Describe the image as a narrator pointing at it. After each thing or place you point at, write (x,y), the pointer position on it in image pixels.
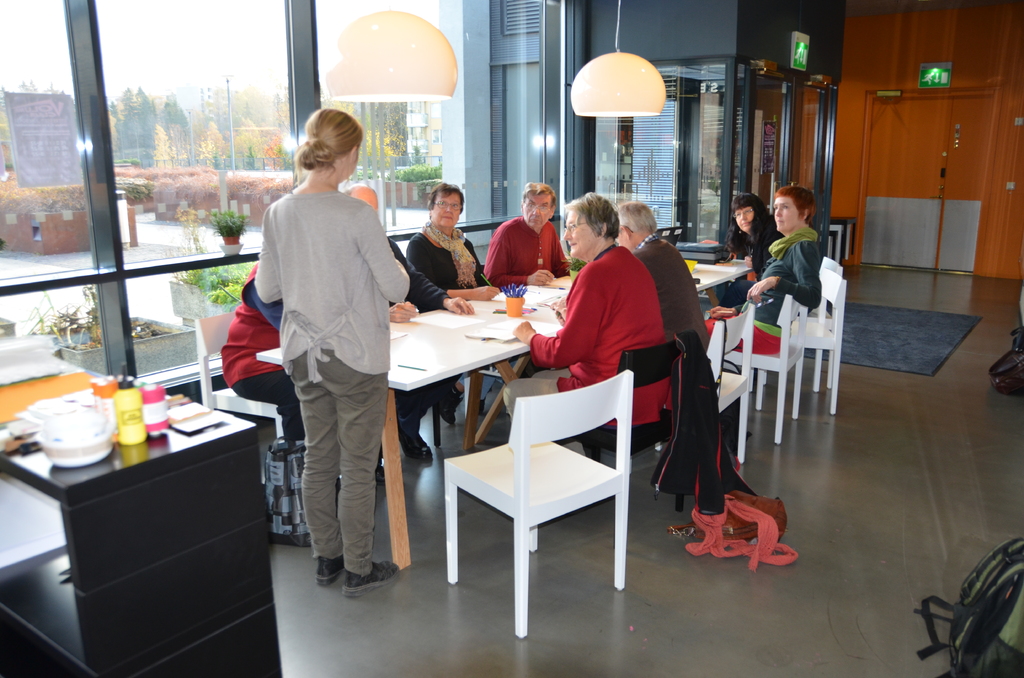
In this image I can see people (343,178) where one is standing and rest all are sitting on chairs (753,311). I can also see few tables (465,350) and on this table (481,311) I can see few papers (468,337). I can also see few lights (364,98) and number of trees (217,137) in the background (211,121).
